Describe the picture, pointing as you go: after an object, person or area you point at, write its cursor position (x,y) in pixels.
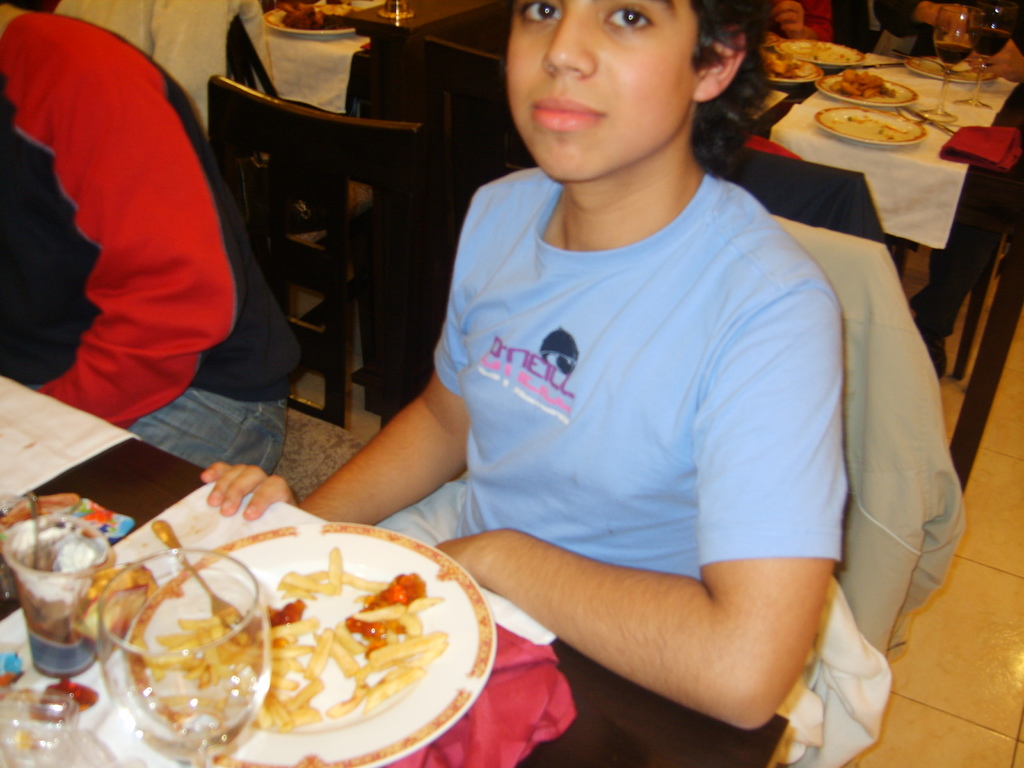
In this image there is a person (651,480) sitting in chair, and in table (626,742) there are glass (165,691), french fries (315,650), sauce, plate (332,531) in table (677,762) and group of persons (42,173) sitting in chair (362,127), there is table (965,120).
